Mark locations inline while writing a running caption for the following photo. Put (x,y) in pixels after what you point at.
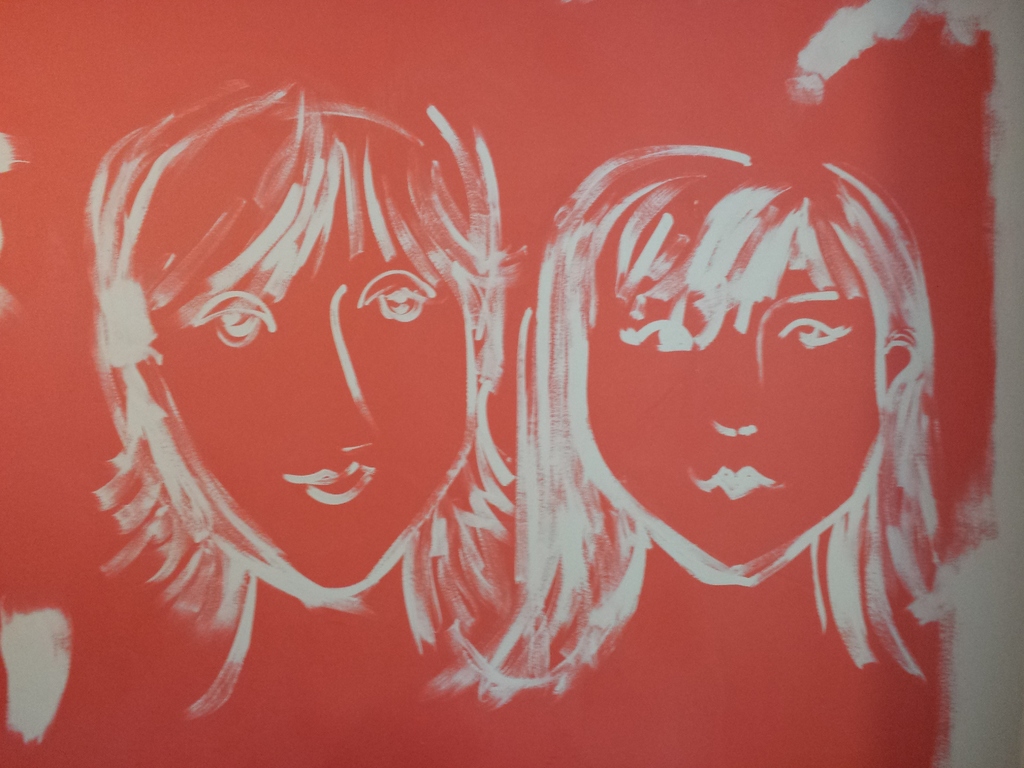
In this image we can see the painting (581,352) on the wall (654,693).
